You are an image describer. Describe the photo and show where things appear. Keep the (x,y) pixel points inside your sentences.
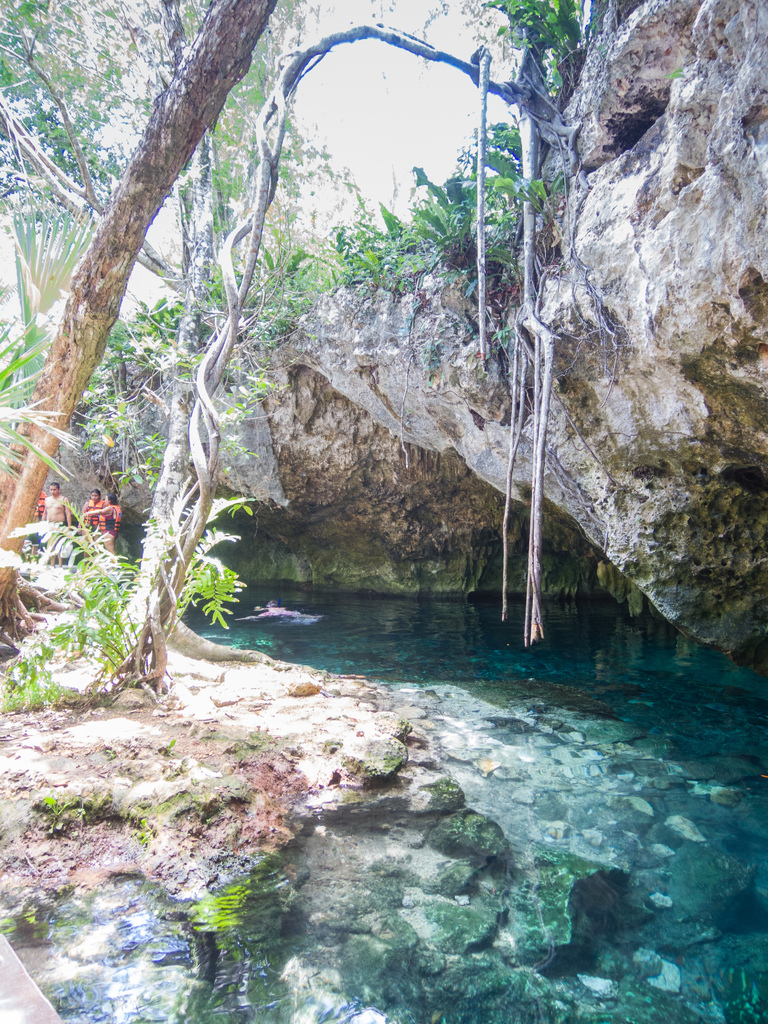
This picture is of outside. In the foreground (278,739) we can see the ground (195,873) with plants (30,313) and a tree (186,287). On the right (543,751) we can see a water body (512,645). In the background (114,532) we can see the person's (117,517) seems to be standing and there is a sky (366,156) and a rock (690,247) and there are some plants (280,262).
